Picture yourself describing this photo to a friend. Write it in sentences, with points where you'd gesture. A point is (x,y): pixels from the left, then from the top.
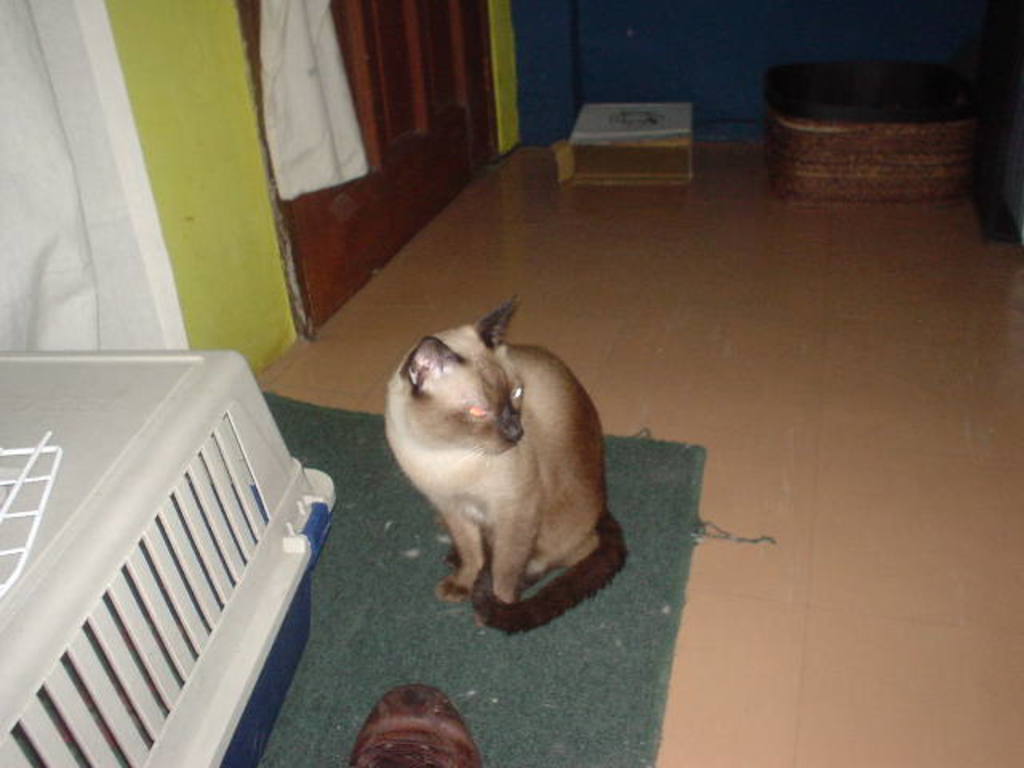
In this image we can see there is a cat (531,489) sitting on the carpet (628,581) which is placed on the floor (774,585). On the left side of the image (128,424) there is an object (129,474) beside that there is a door (397,79). In the background of the image (891,142) there are two objects (839,140) near the wall (781,50).
